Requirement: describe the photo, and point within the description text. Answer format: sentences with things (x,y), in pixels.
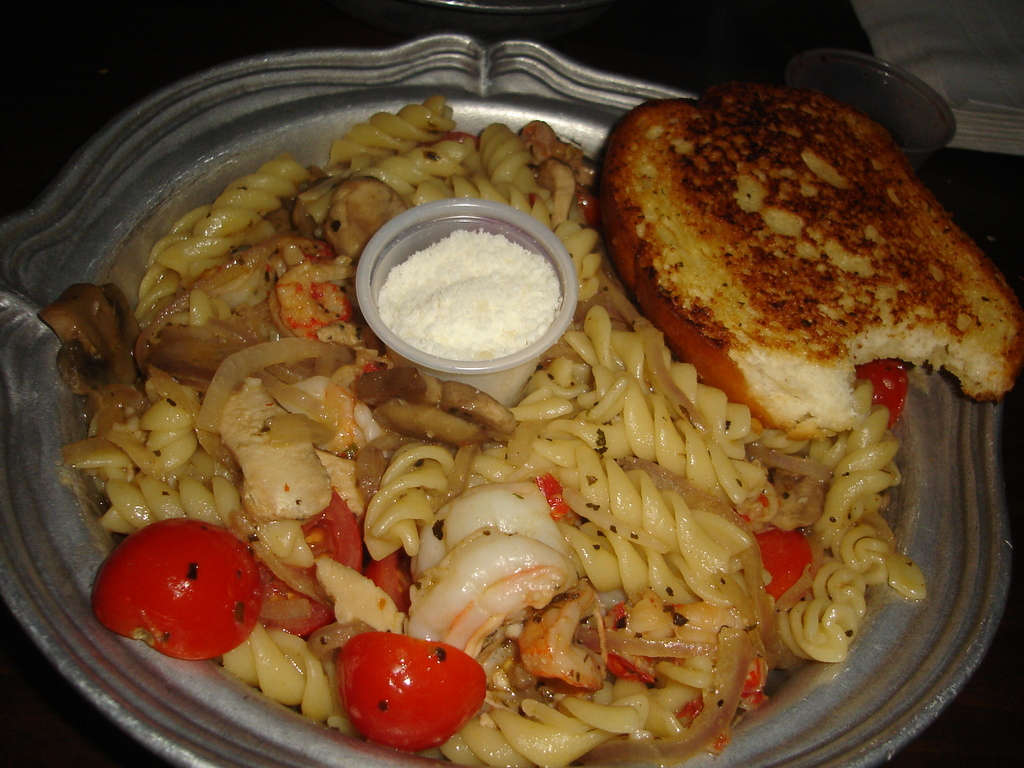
In this picture we can see food (532,417) in the plate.
